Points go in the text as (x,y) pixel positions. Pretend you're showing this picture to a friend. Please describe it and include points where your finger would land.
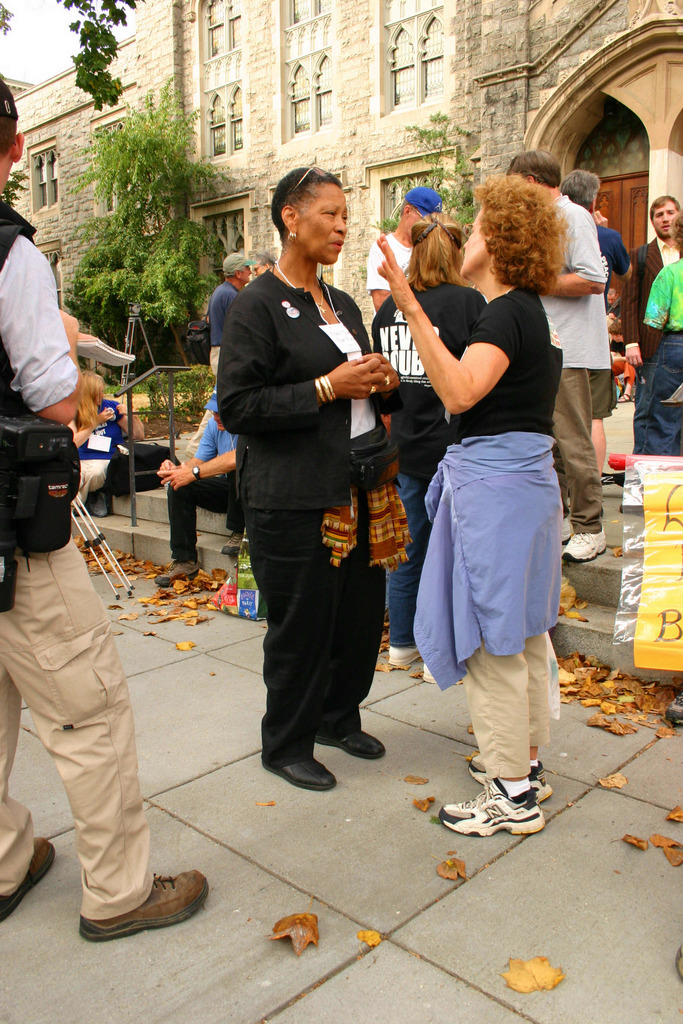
In this picture we can see some people (296,600) are in one place, behind we can see building (361,177) and trees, we can see dry leaves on the floor (603,765).
